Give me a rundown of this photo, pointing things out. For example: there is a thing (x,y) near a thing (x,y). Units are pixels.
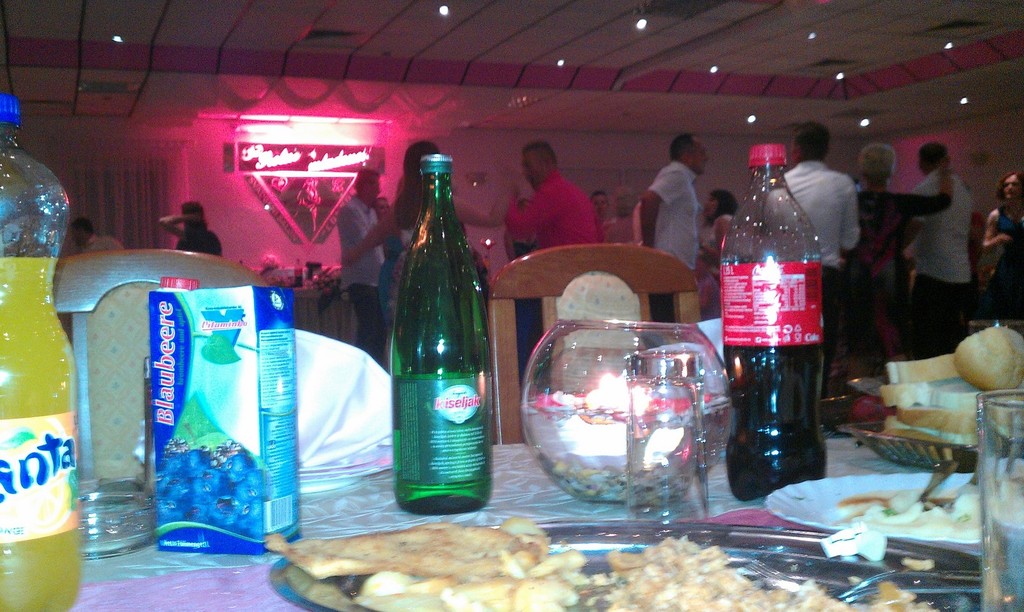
In this picture there are some cool drink bottles (736,286), glasses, and food items (899,526) on the table (825,441), there are chairs (150,252) around the table (507,488) and the people (401,247) are dancing at the right side of the image (703,224), there are spotlights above the room (474,220), it seems to be party.
